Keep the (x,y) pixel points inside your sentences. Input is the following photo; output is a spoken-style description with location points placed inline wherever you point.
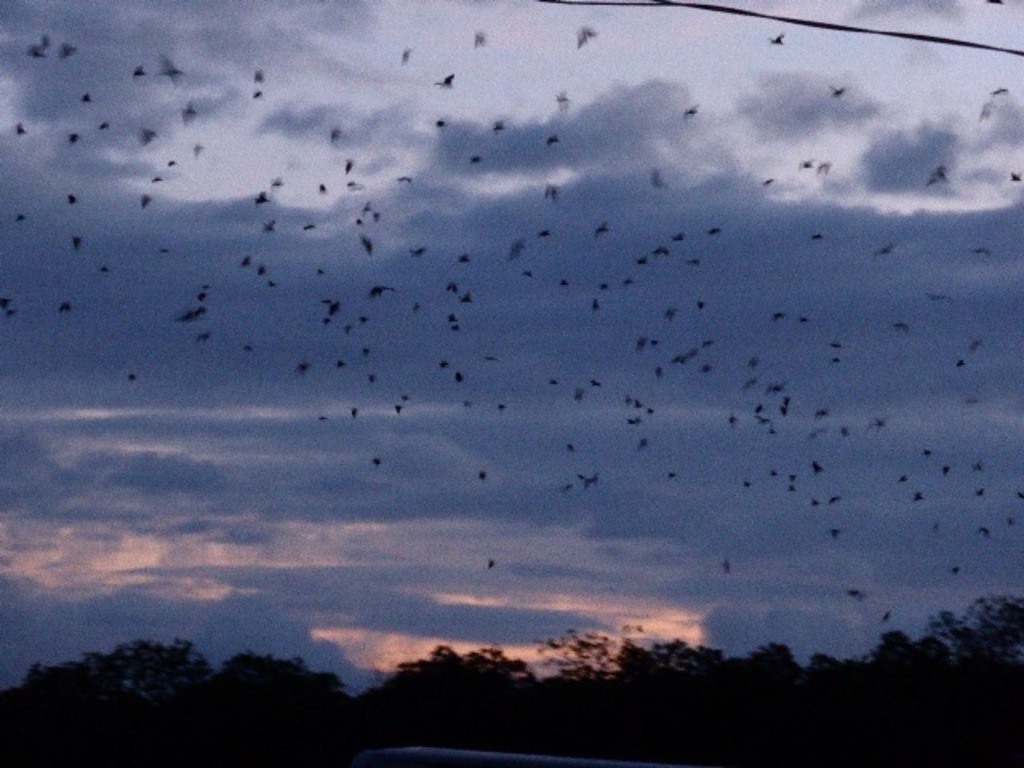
In this image, we can see the sky (251,271) with clouds (256,235). There are many flying animals (714,227), trees (923,729). We can see a wire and an object (436,761) at the bottom (436,761).
